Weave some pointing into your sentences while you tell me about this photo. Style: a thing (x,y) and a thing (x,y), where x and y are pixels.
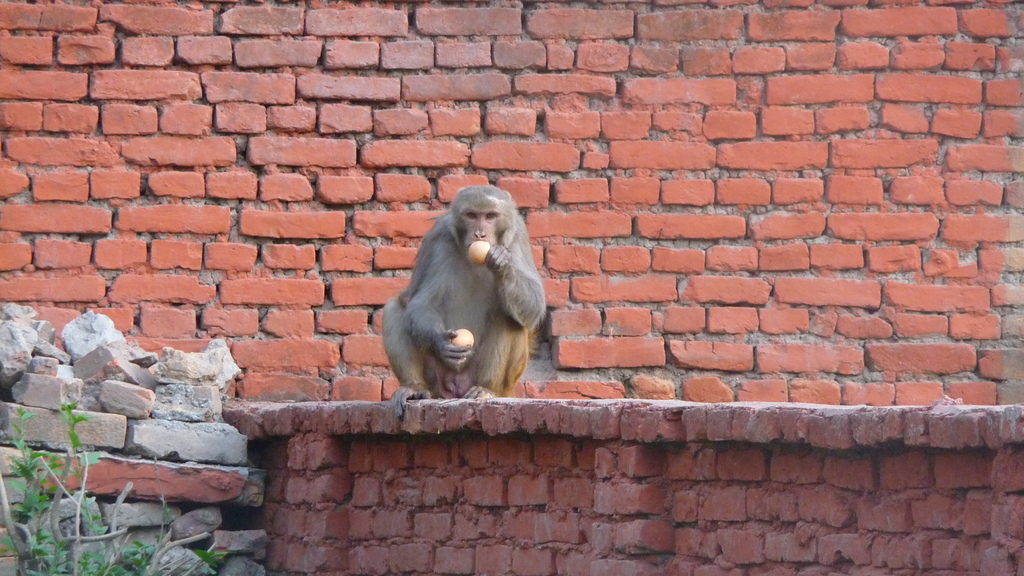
In this image there is a monkey (427,314) sitting on the wall (529,404) by holding the two fruits (470,337). In the background (376,100) there is a brick wall (325,121). On the left side (86,505) bottom there is a plant (43,513).
